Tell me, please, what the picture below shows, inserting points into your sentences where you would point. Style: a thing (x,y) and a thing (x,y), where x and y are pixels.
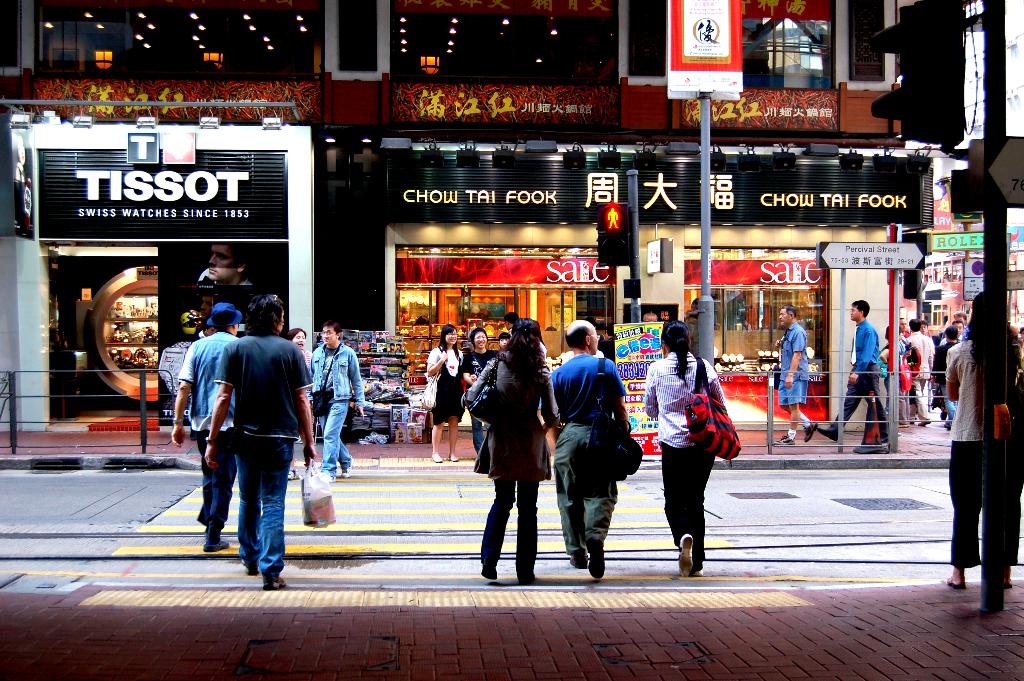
In this picture there are people (247,366) and we can see road (801,487), boards (227,208), traffic signals (960,190) and poles (633,262). In the background of the image (579,101) we can see building (848,37), stores (749,208), stall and boards (939,244).
